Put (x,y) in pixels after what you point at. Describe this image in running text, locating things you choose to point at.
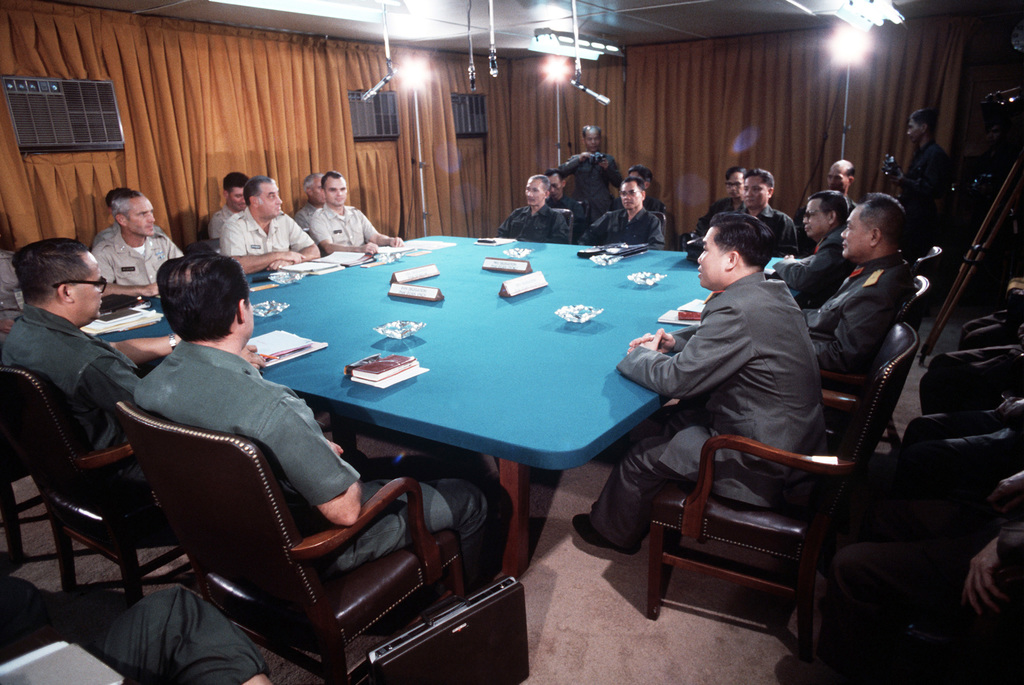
This picture is taken in a room (573,496) and there are some people (872,287) sitting on the chairs (898,329), There is a table (571,360) which is covered by a blue color cloth (520,322) and there are some books (389,373) on the table (337,356) and in the background (836,137) there is a brown color curtain (717,110) and there are some black color coolers (368,131).
